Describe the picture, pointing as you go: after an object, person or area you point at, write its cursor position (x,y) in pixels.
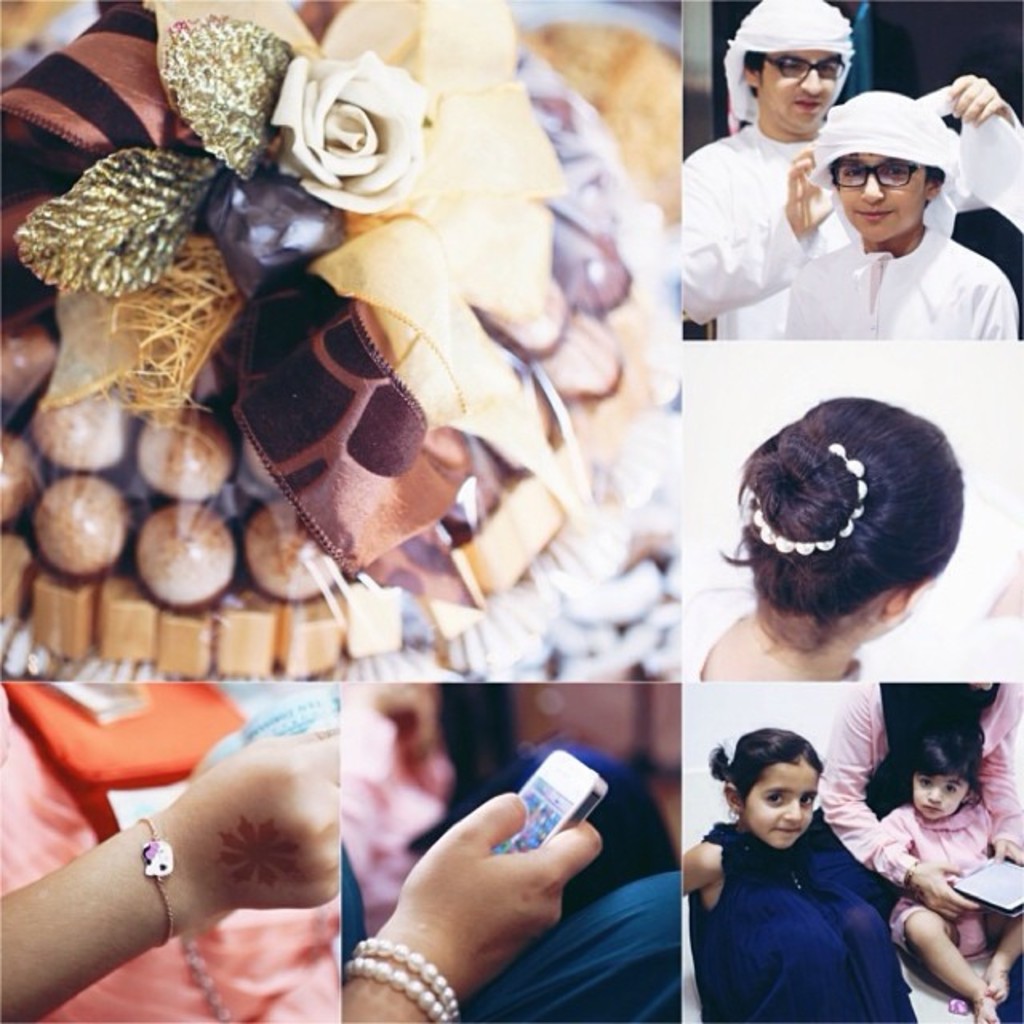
In this image there is a collage, there is an object (371,584) on the surface (524,612), there are two people (810,134) towards the right of the image (839,146), there is a mobile phone (552,802), there is a hand (462,929) truncated towards the bottom of the image (511,919), there are persons (875,868) sitting, there is an object (994,871) truncated towards the right of the image (991,859).
